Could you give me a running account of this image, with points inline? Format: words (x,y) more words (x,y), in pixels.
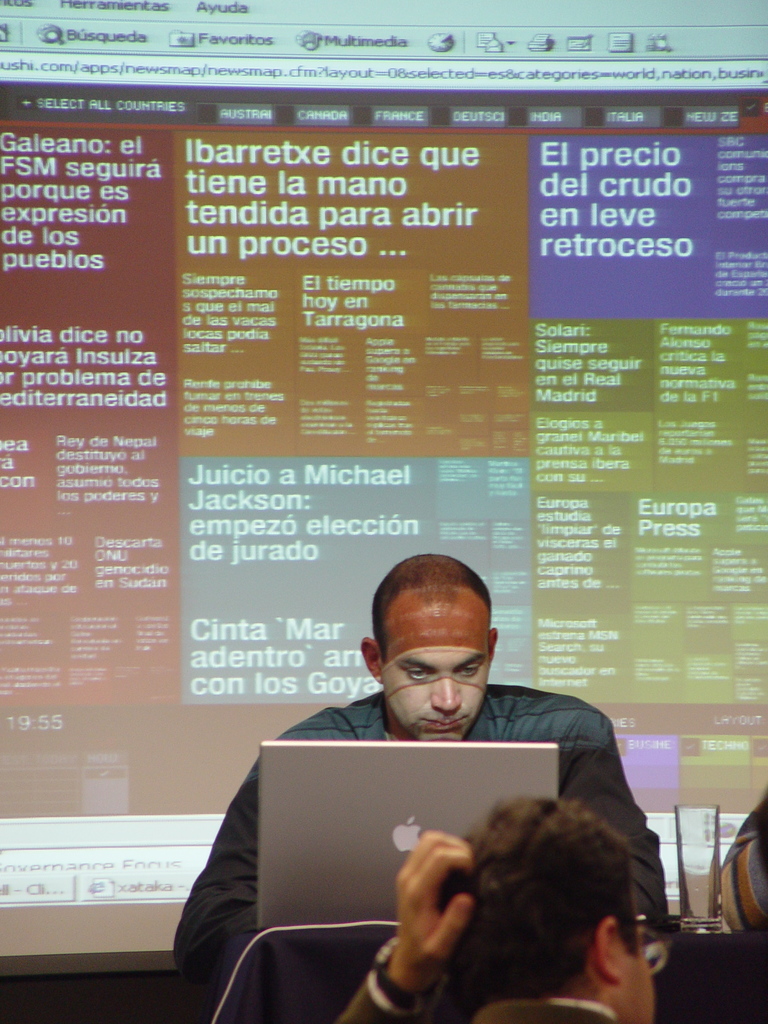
In this image we can see a man (467,727) looking into a laptop (417,842). In the background (313,392) we can see a screen (427,340). On the screen (563,407) we can see something is written on it. At the bottom of the image (505,946) we can see a person (506,873) and other objects (713,867).
